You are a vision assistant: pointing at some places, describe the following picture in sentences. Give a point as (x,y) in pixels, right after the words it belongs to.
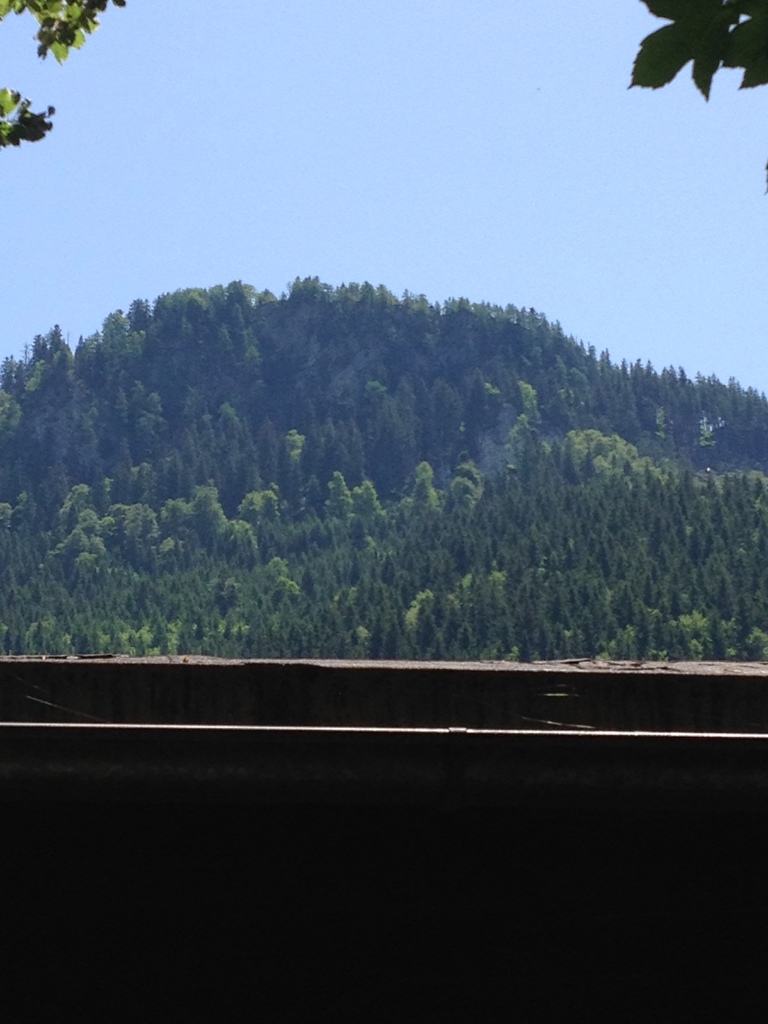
In this picture we can see few trees (416,411) and a hill (403,342).
